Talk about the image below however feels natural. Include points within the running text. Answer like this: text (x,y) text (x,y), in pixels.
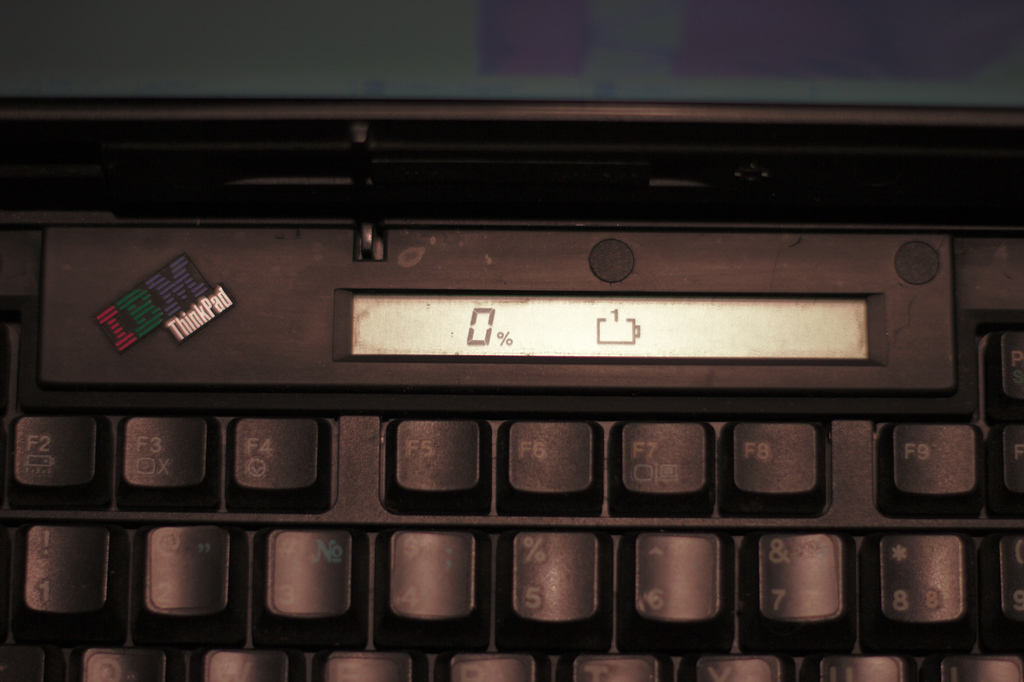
In this image there is a keyboard (393,464).
